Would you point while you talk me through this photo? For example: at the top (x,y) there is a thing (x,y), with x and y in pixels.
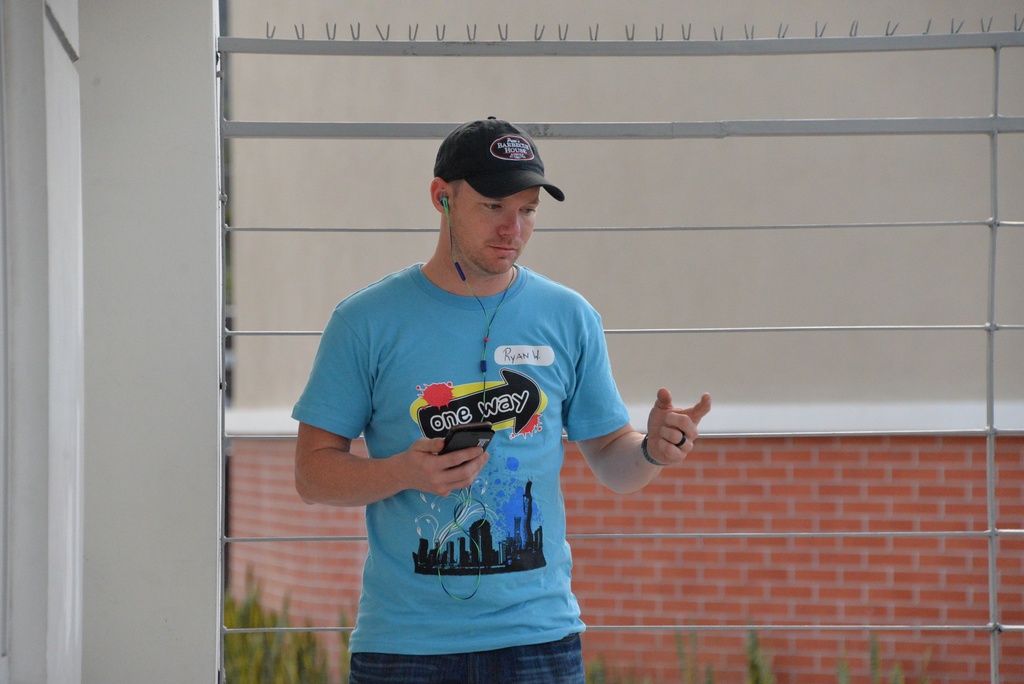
There is a man (454,406) standing and wore cap (454,162) and headset (481,387) and holding a mobile (454,446). In the background (177,160) we can see wall (888,483) and grass (344,683).
